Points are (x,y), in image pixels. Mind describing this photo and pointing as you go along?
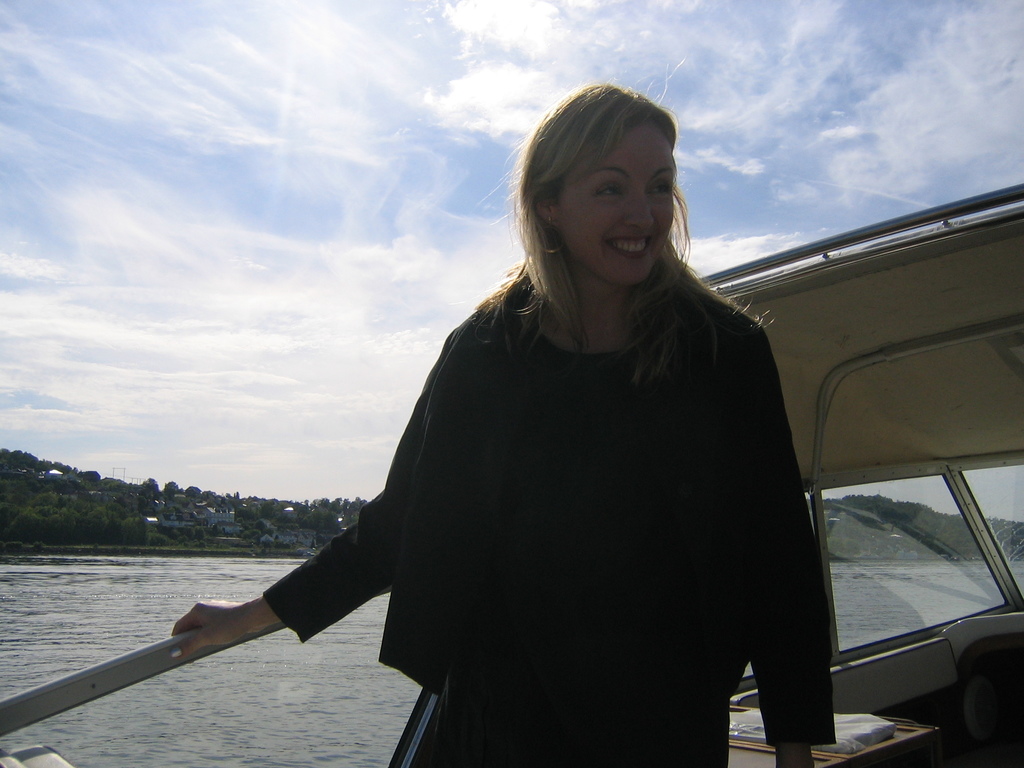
This image is taken outdoors. At the top of the image (304,184) there is a sky (478,160) with clouds (821,153). On the right side of the image (861,466) there is a boat (912,594) on the river (7,571). In the middle of the image (471,401) there is a woman (535,326) in the boat (753,693). In the background (78,601) there is a river (96,590) with water (222,581) and there are a few trees (48,501) and plants (67,506).
